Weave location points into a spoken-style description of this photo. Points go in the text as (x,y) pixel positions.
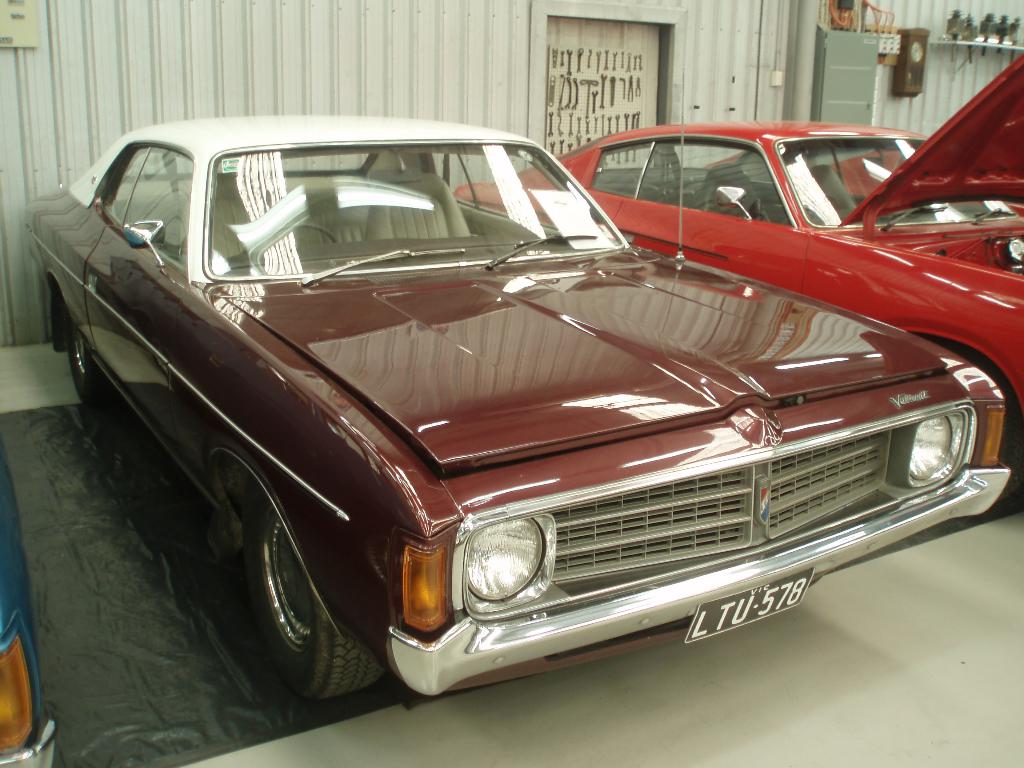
In this image two cars (500,585) are on the floor (113,578). Behind them there is a metal wall (422,102) having door (606,121). Few electrical devices (867,64) are attached to the wall (892,100). Left bottom there is a vehicle (21,761) on the floor (50,590).
